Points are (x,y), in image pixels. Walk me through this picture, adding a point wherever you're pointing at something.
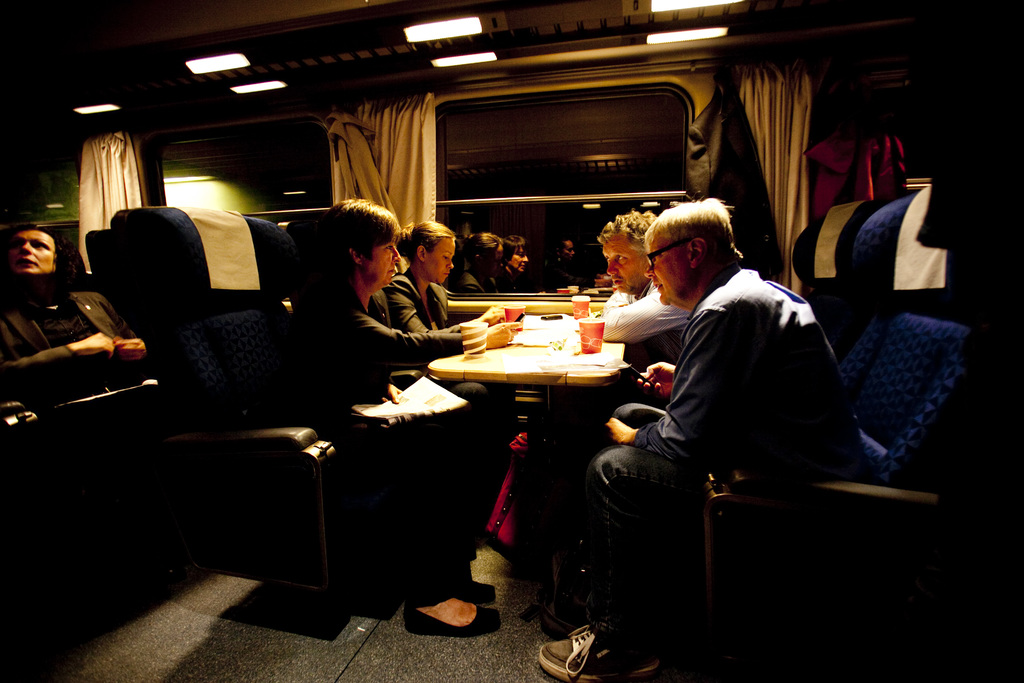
I think this image is taken from the train (283,534). There are people (404,280) sitting on a chairs (884,388). This is a table (493,367), there are tumblers (480,333) and some other objects (551,345) placed on it. This woman (321,406) is sitting on the chair (281,550) and holding some object (409,405) on her hand (391,397). At the left corner of the image (45,307) I can see a person (88,333) sitting on the chair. At background (512,162) I can see a window (511,189) which has curtains (418,163). And at the top of the image (437,61) I can see lights (449,24) which are attached to the train (659,26).
